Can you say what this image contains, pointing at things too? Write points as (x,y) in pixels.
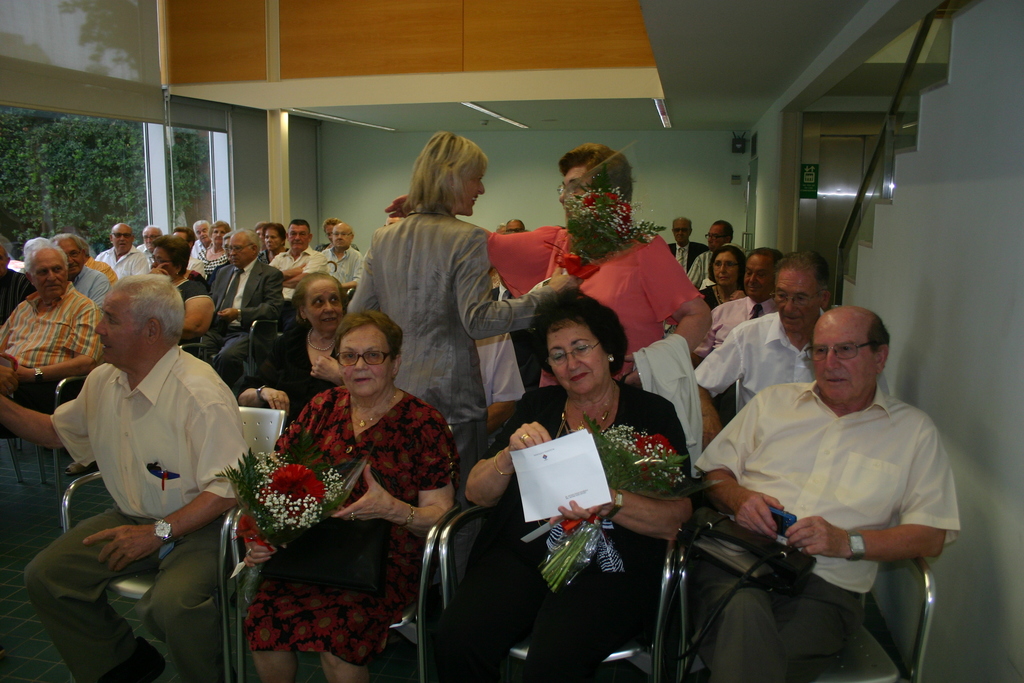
In this image, we can see some people (113,345) sitting on the chairs (418,624), in the middle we can see two women (487,532) sitting and holding the flower bouquets (280,516), there are two persons (563,269) standing, on the right side (870,234), we can see some steps (898,168), we can see the walls (408,136), on the left side (143,182) there is a glass window (111,179).
